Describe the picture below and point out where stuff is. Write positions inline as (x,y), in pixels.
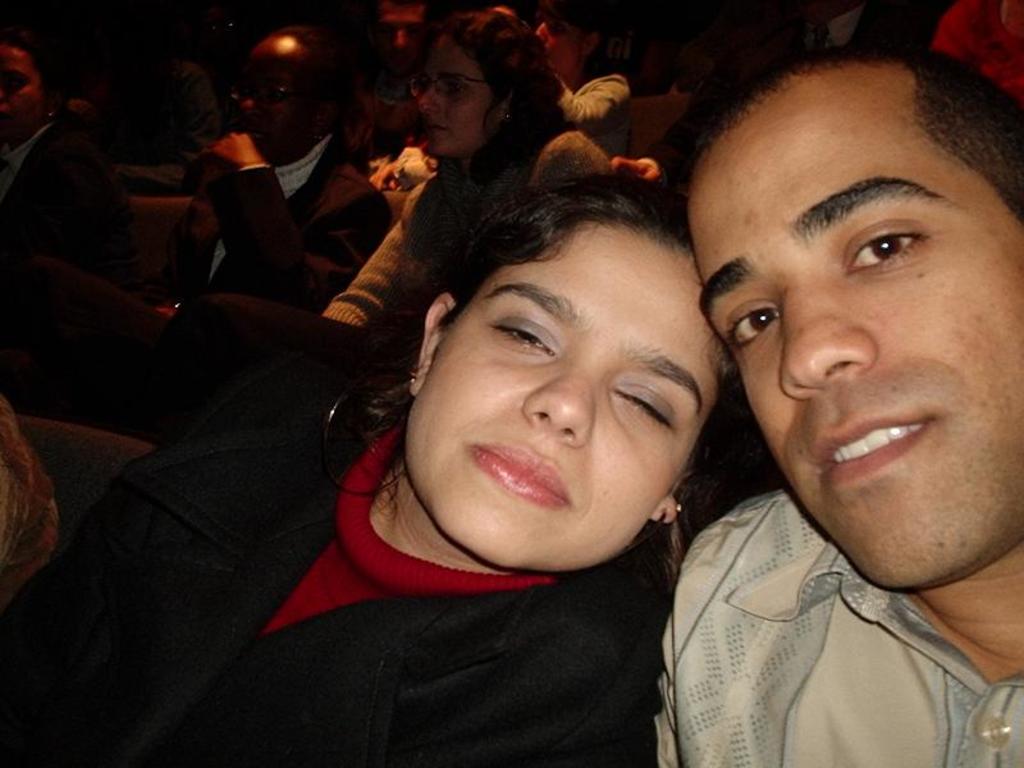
In the picture we can see a man (862,606) and a woman (242,611) sitting together and a woman (638,452) is closing her eyes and behind them we can see some people (583,78) are also sitting.
